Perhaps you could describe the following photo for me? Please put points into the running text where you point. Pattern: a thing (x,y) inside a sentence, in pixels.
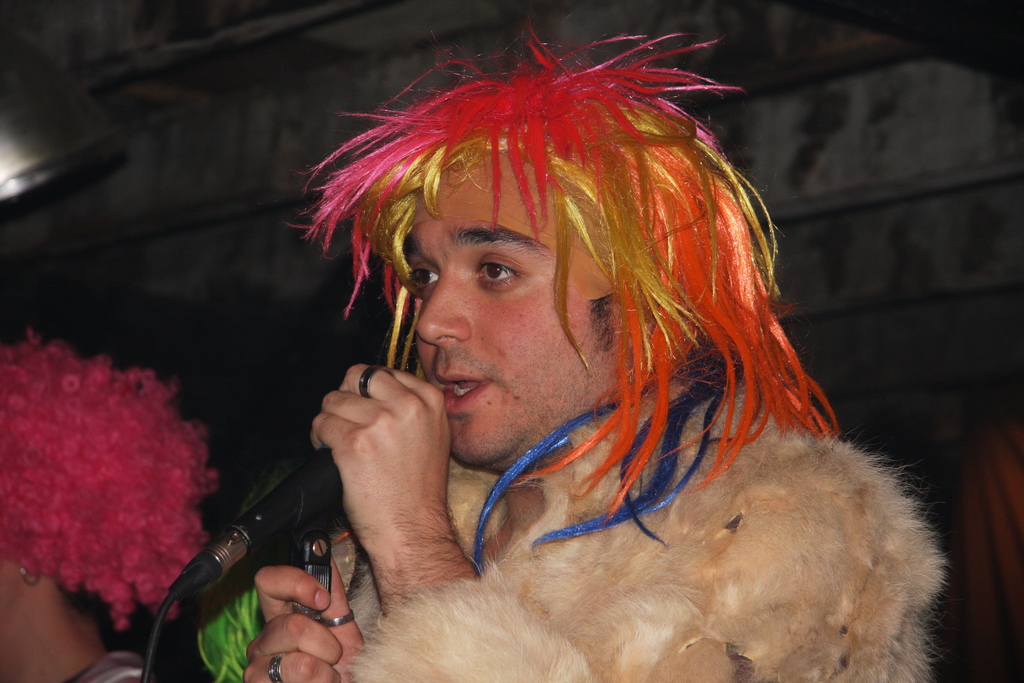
In this image we can see a man (616,281) with colored hair (603,175) holding a mike (326,516). In the background (894,338) there is a plain wall (897,350). We can also see another person (89,542) in this image on the left (93,568).
